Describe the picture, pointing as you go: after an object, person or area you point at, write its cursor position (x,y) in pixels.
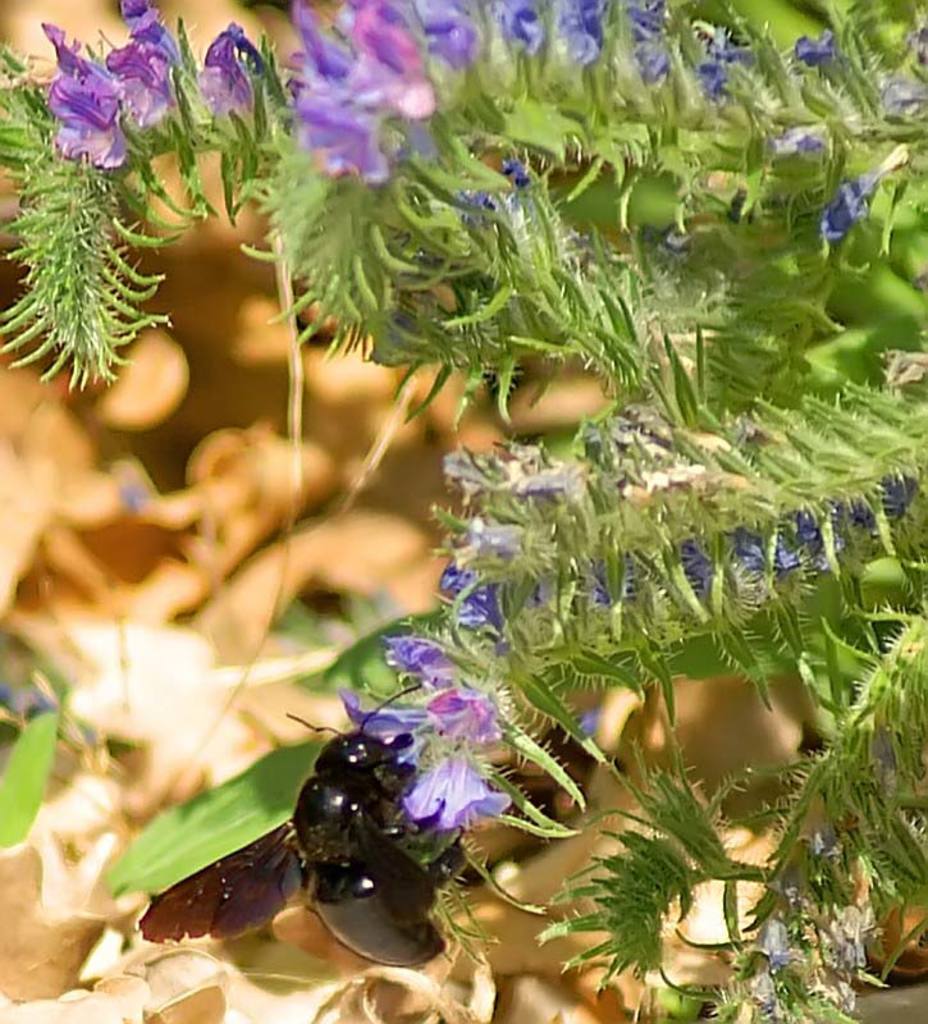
In this image I can see few purple color flowers (359,51) and green leaves (775,312). I can see a black color insect (322,873) on it. Background (252,412) is in brown color.
